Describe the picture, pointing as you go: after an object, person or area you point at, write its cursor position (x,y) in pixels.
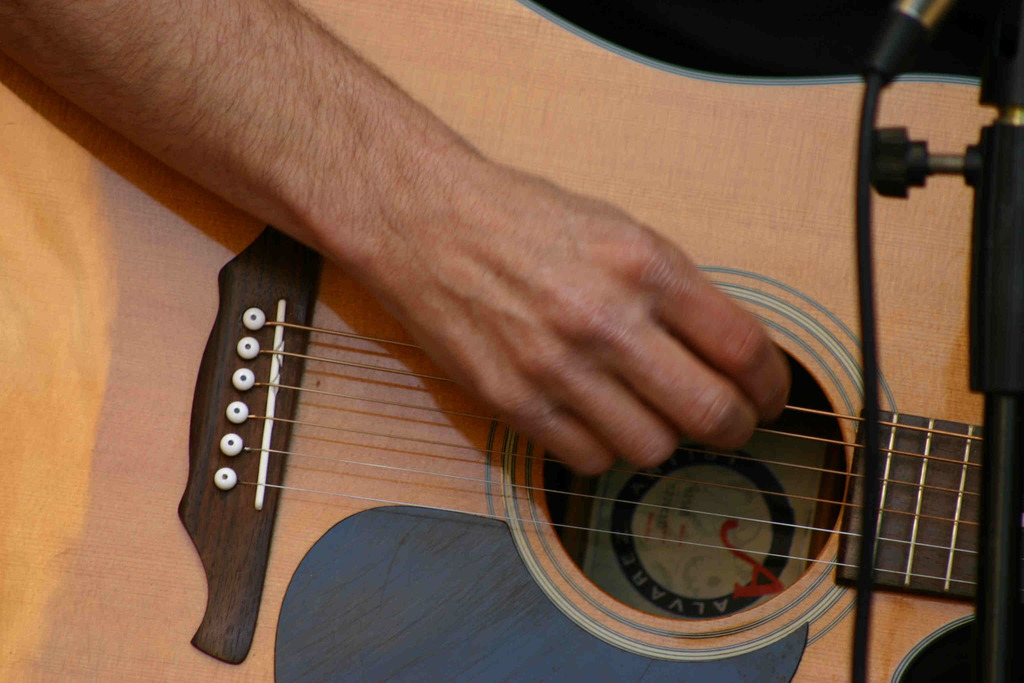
This picture is mainly highlighted with a human's hand (530,373) playing a guitar (690,611). Here we can see a mike (906,42).
